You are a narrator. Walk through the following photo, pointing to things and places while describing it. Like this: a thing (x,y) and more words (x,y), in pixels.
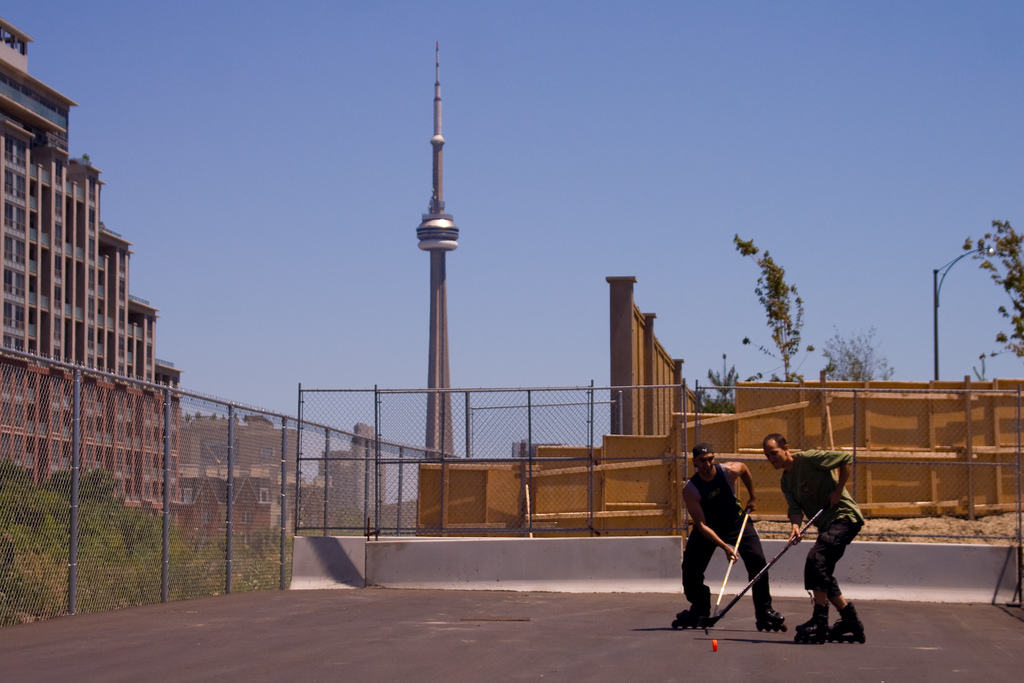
In this image I can see two people (693,553) with the dresses (759,592) and holding the sticks (741,595). In the background (571,474) I can see the metal fence (546,493), brown color object (679,440), poles (604,386), trees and the buildings (424,241). I can see the sky (404,240) in the back (418,257).
